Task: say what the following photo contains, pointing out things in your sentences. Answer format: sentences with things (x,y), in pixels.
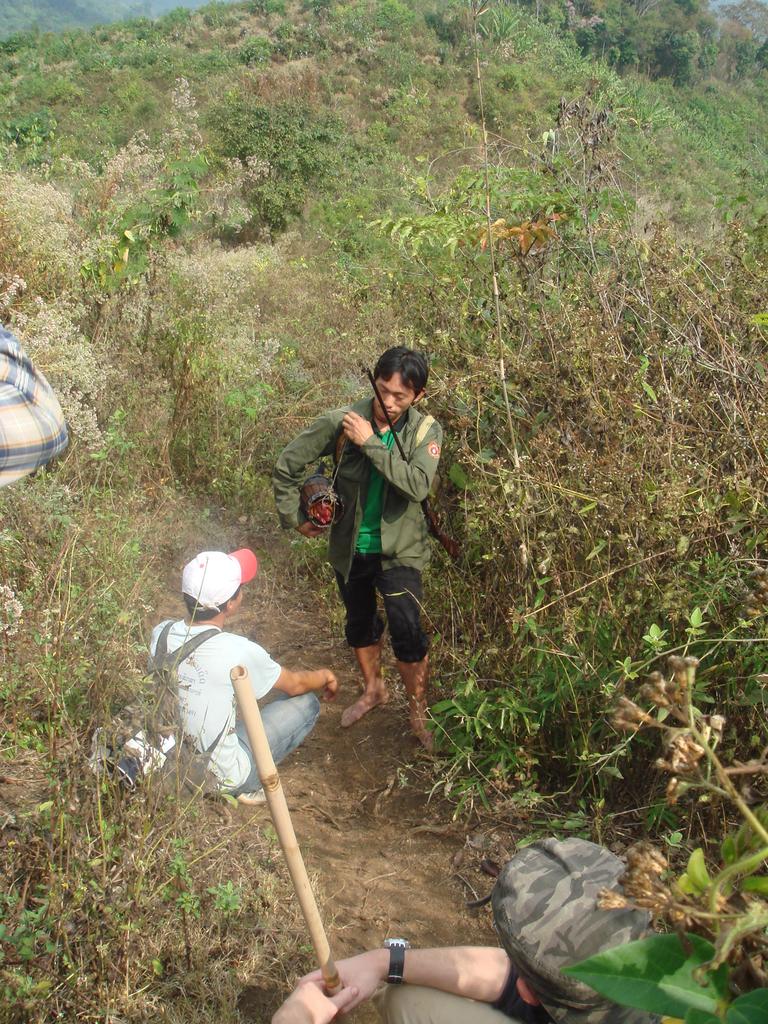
In the center of the image (401,489), we can see a person (376,525) standing and holding a gun (405,464) and carrying another object (322,507) and there are some other people (506,972) sitting and wearing caps (227,597) and bags (182,784) and holding a stick (281,825). In the background (451,281), there are trees (390,220).
